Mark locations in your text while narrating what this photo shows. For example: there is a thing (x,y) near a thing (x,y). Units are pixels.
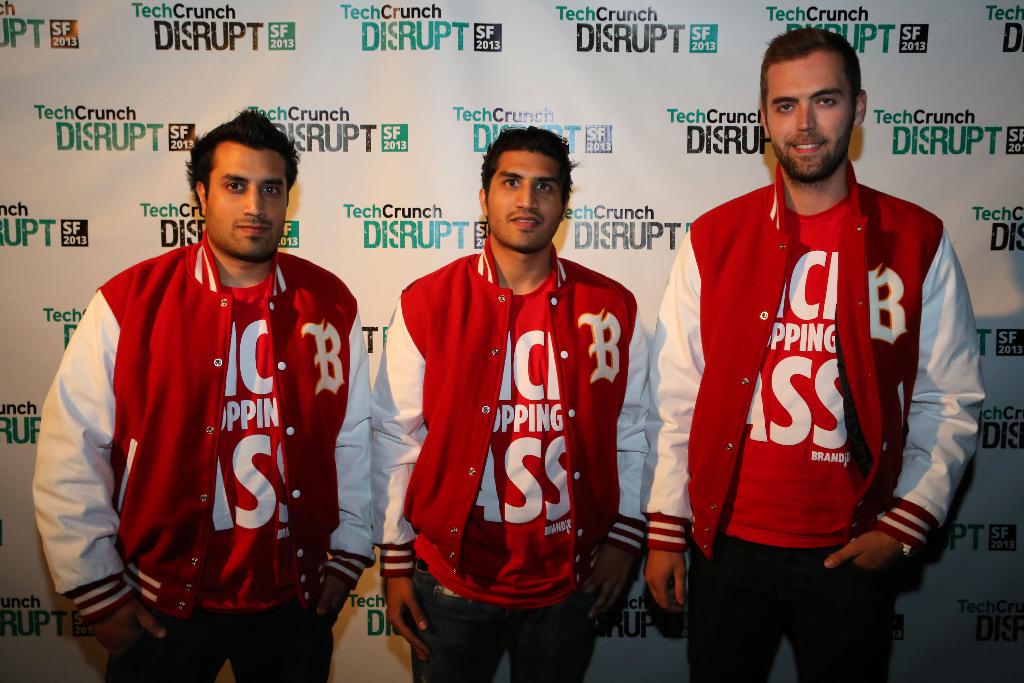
Here I can see three men (202,477) wearing same dresses (340,408), standing, smiling and giving pose for the picture. In the background (237,101) there is a board (204,87) on which I can see the text (219,46).
